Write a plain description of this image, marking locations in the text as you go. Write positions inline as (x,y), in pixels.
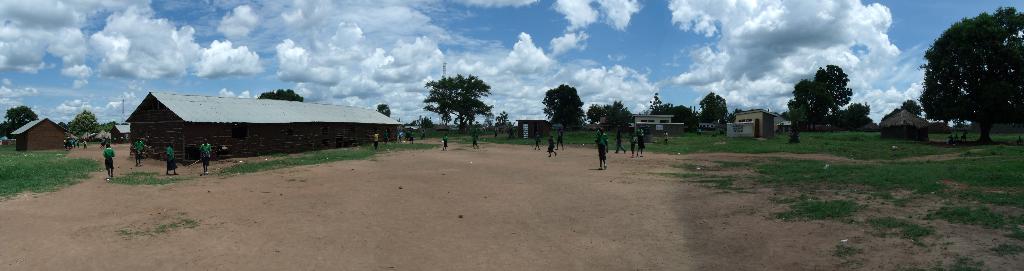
In this image we can see these people (112,157) are standing in the ground (625,164). Here we can see the wooden houses (221,128), trees (471,120), towers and sky (561,55) with clouds (410,78) in the background (629,68).
